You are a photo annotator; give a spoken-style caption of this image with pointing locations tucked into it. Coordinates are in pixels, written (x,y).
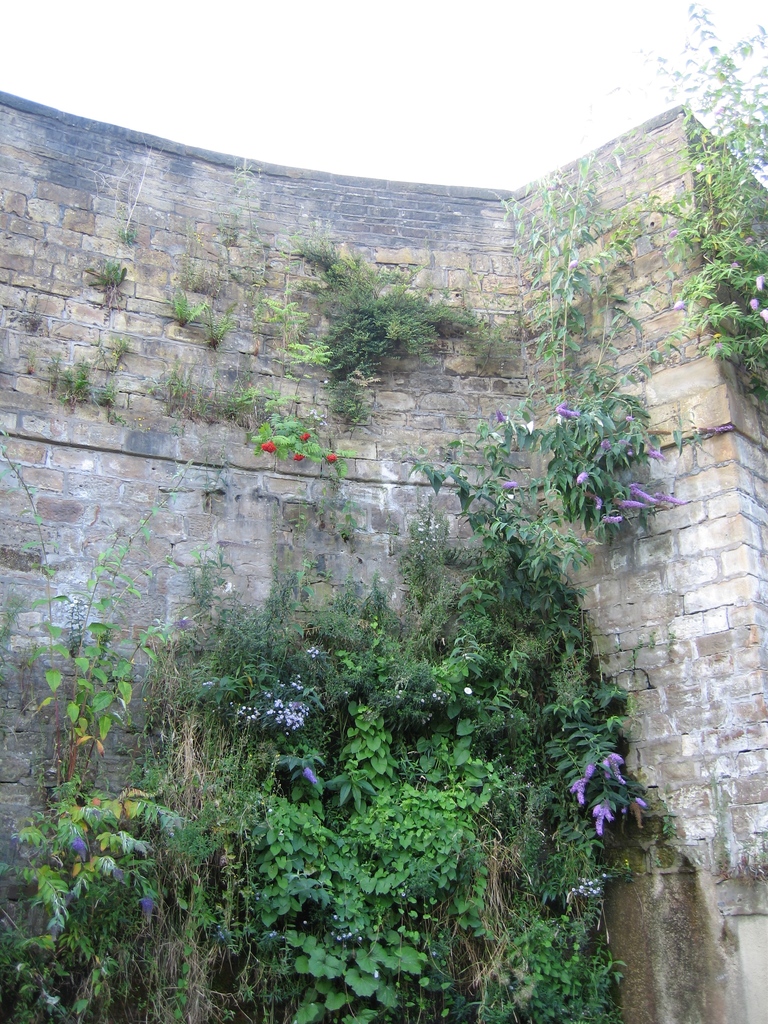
In this image, we can see a wall (654,708), trees (429,902), plants (472,575) and flowers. Top of the image (343,95), there is a sky (286,81).
